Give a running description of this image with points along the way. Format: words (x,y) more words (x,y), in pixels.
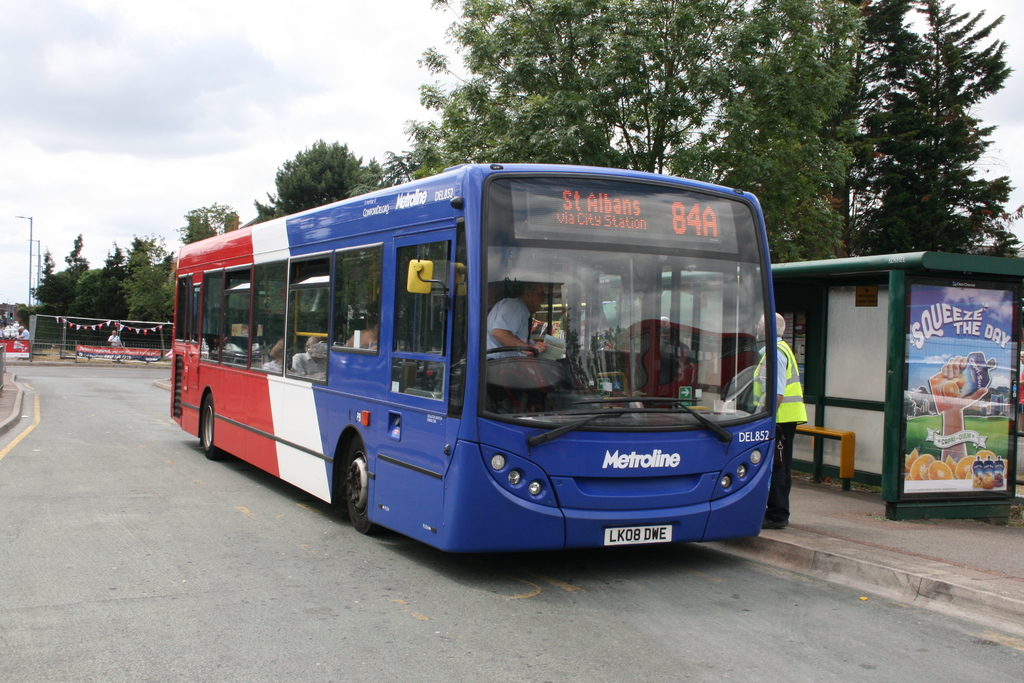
In this image, there are few people (492,334) sitting in the bus (455,479), which is on the road (628,589). On the right side of the image (787,461), I can see a person (787,472) standing and there is a poster (962,438) attached to the bus stop (908,312). On the left side of the image (62,334), there are two persons (113,342), boards (26,344), a fence (71,344), street lights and decorative banners (144,334). There are trees (57,298). In the background (253,207), there is the sky (160,135).
